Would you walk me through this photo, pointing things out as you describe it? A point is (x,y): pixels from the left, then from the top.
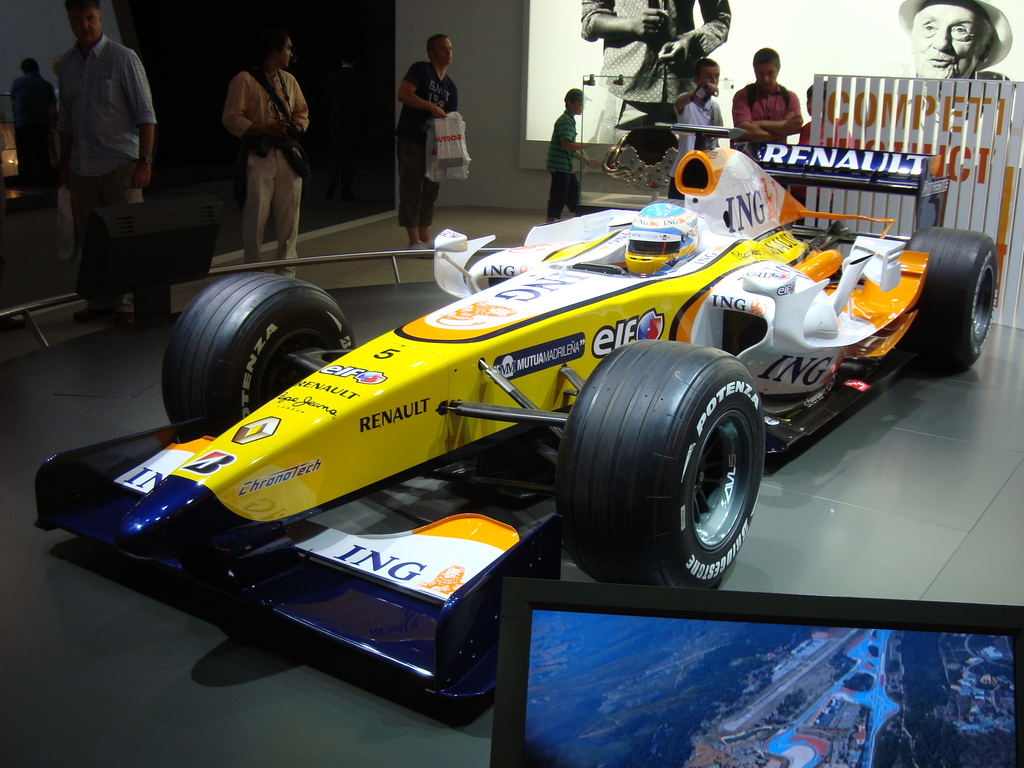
In this image we can see a person (674,263) wearing a helmet (659,253) is sitting in a vehicle (441,631) placed on the ground (1003,413). On the left side of the image (282,187) we can see some poles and group of people (130,140) standing on the floor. One person (439,81) is holding covers (455,140) within his hand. In the background (655,149), we can see an object (646,140) placed inside a container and we can also see some screens (636,33).
